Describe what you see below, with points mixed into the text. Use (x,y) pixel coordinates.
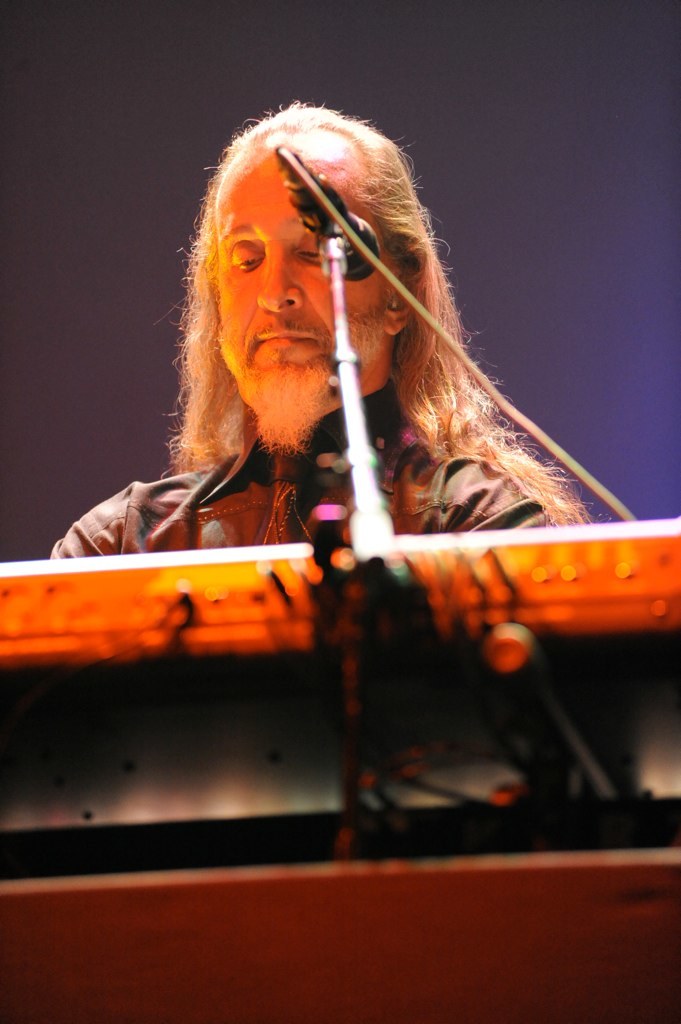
There is a man (301,503) in the center of the image (363,430) and there is a mic (338,198) and a musical keyboard (308,596) in front of him.
